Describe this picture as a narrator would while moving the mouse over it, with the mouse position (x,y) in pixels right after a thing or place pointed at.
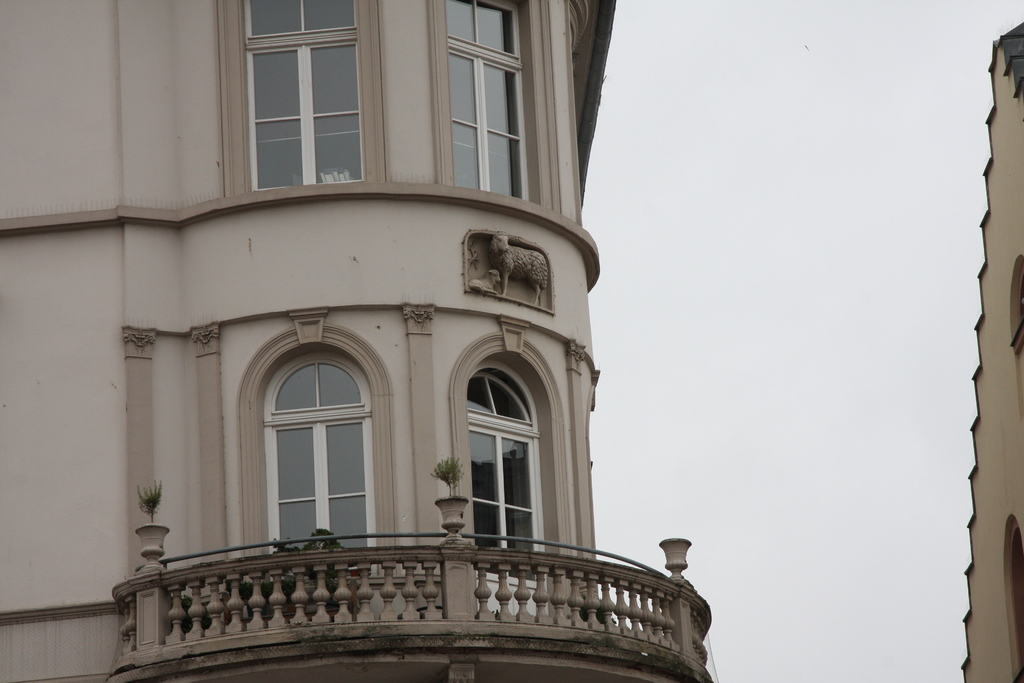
In this image we can see white color building (317,339) with glass windows (346,382) and in the balcony (257,615) plants (247,589) are there.
